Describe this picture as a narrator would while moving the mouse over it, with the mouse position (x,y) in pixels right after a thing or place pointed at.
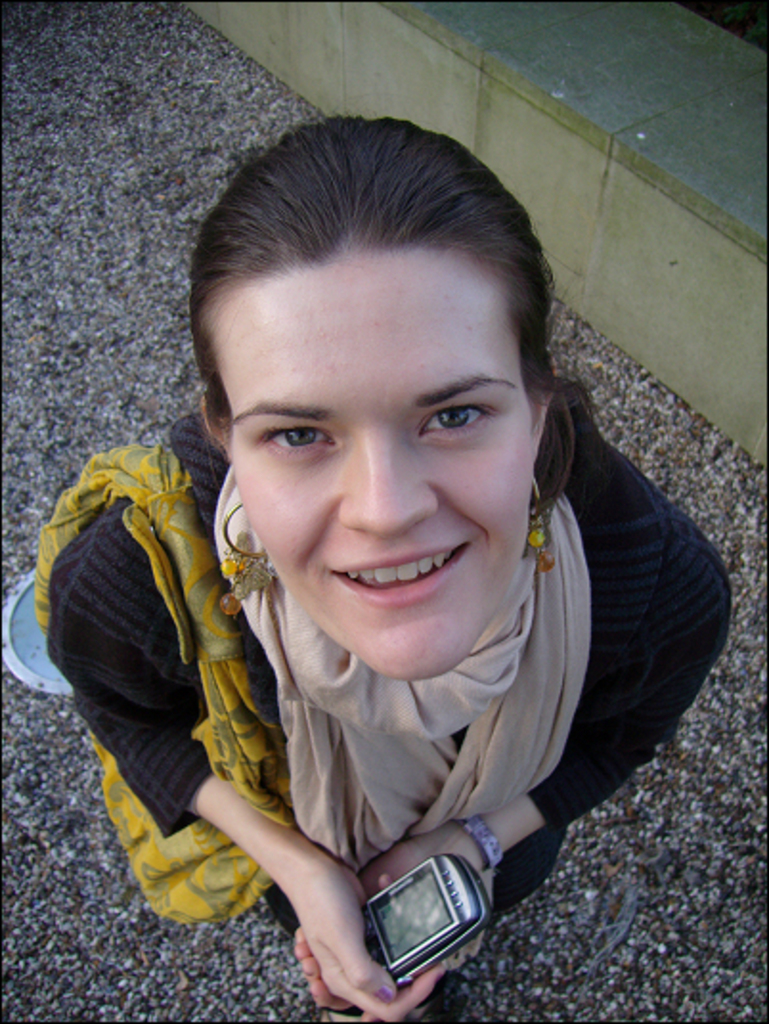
In this image, we can see a person (495,629) wearing clothes (147,673) and holding a phone (412,942) with her hands (367,898). There is a cement bench (644,200) in the top right of the image (625,41).
